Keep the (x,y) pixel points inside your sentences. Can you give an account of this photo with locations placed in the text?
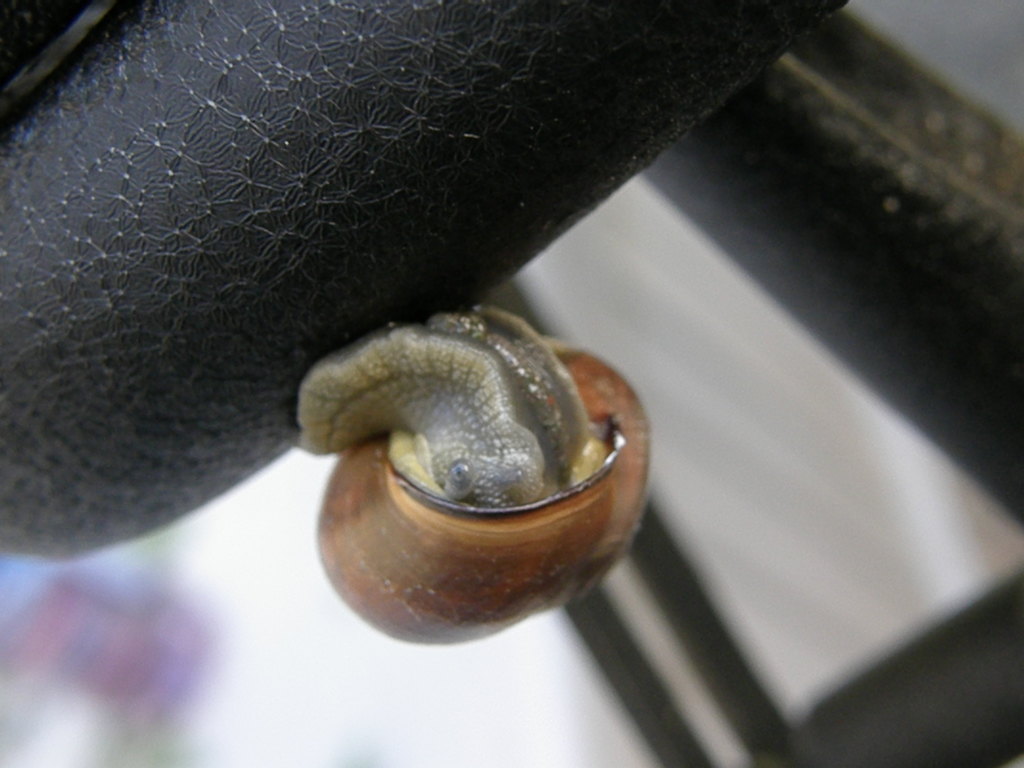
This is the picture of a snail (482,456) which is on the black thing (89,540).
